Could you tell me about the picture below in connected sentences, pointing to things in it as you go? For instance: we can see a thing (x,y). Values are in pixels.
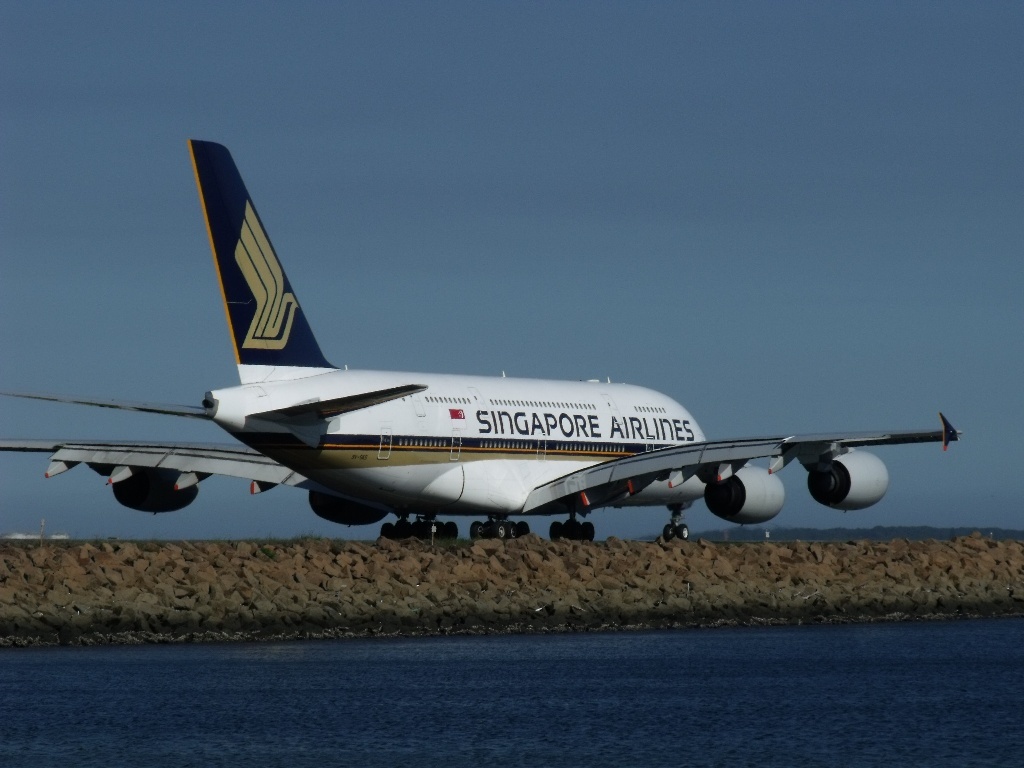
Here in this picture we can see an air plane (391,461) present on the ground (459,560) over there and beside that we can see water (95,745) present all over there.
